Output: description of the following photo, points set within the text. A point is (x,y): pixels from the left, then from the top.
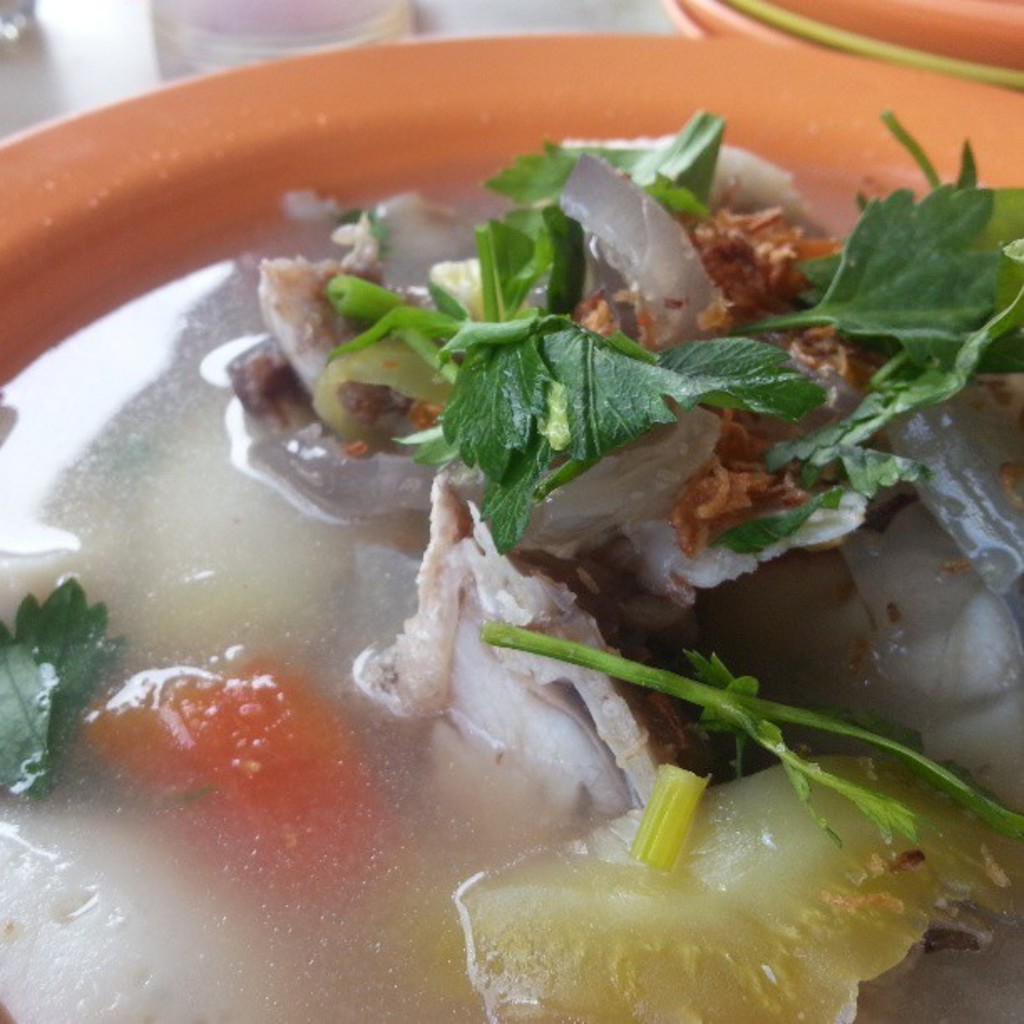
In this picture we can see food (386,547) in the plate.
